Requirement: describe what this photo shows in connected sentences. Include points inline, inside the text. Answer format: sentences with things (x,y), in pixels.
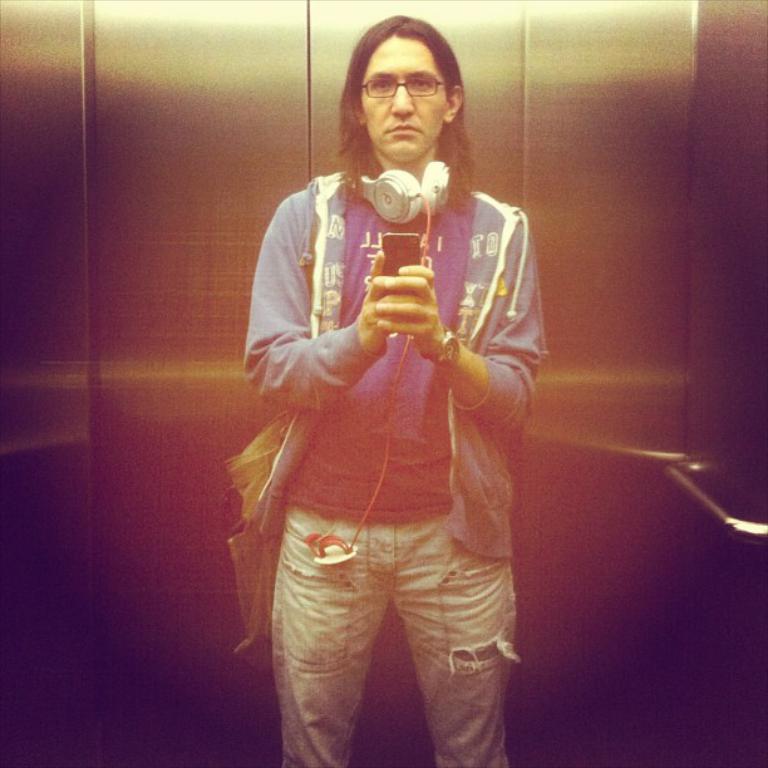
In this image, we can see a person (396,133) wearing headphones (401,195) on her neck (420,172). This person (351,465) is wearing clothes (329,454) and holding a phone (407,262) with her hands (395,289). There is a handle (689,487) on the right side of the image (692,483).
